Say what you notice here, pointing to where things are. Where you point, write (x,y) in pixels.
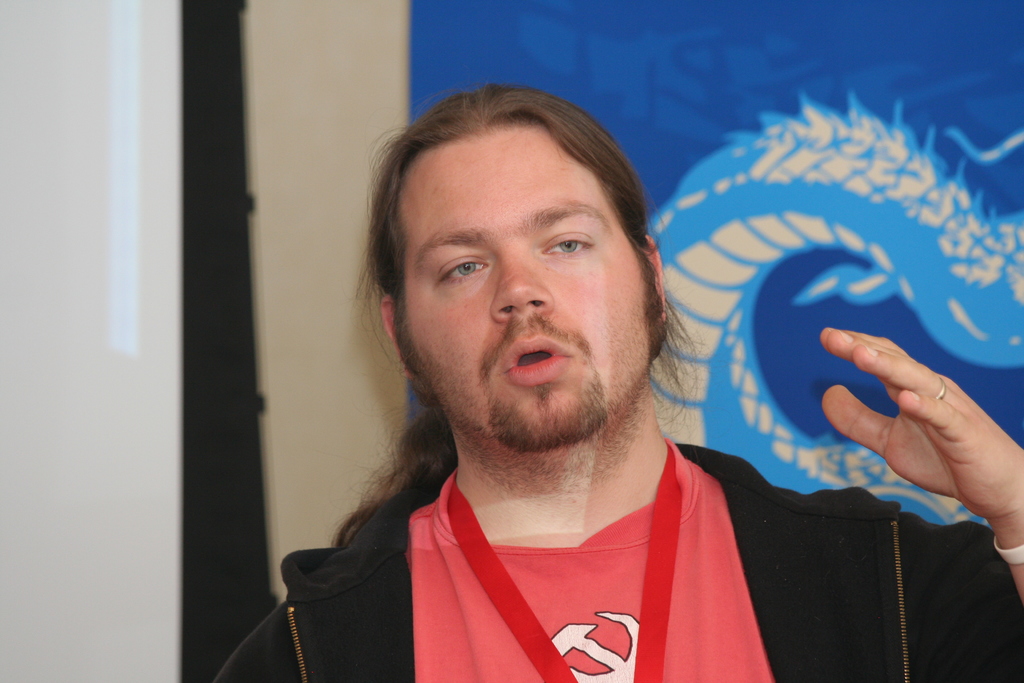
In the middle of this image (536,387), there is a person (504,477) in black color jacket (895,577), wearing a ring (937,386) and speaking. In the background (670,37), there is a blue color banner (669,50), there is a screen (151,259) and a wall (320,85).
